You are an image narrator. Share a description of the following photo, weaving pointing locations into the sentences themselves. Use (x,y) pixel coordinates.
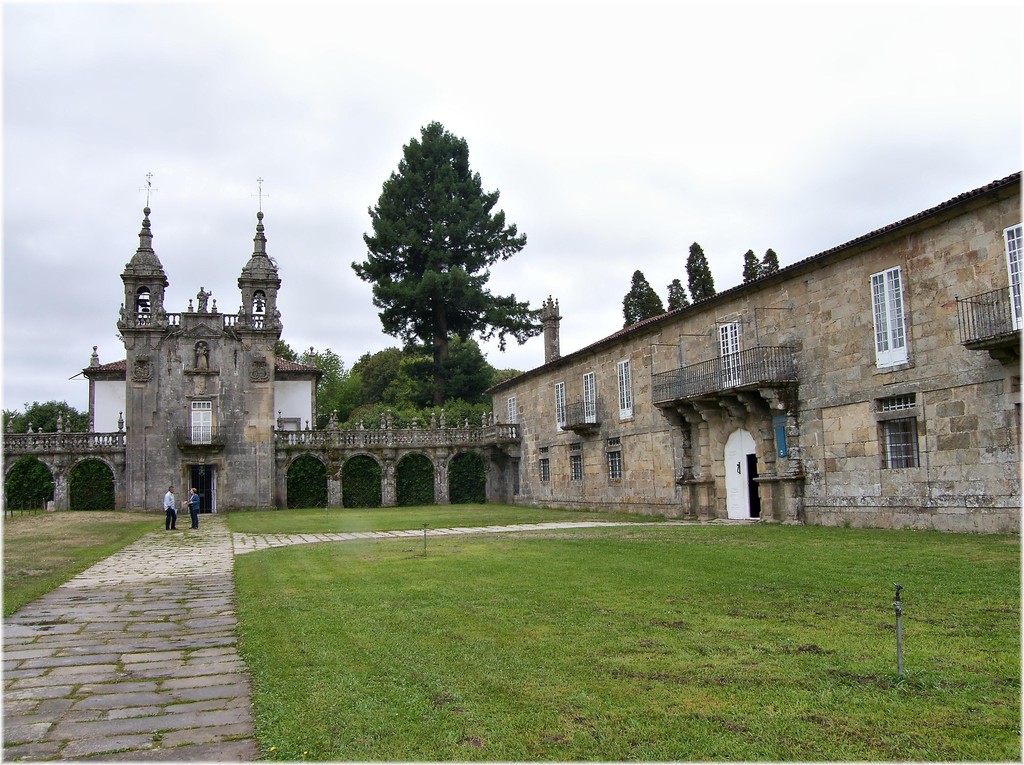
In this picture there is a castle (111,370) with pillars (434,487), windows (893,463) and a door (201,497). Towards the left (133,712), there is a lane (185,578). On the lane (180,543) there are two persons (193,523). At the bottom (486,685), there is grass (611,609). In the background (519,344) there are trees (362,273) and sky (325,147).
